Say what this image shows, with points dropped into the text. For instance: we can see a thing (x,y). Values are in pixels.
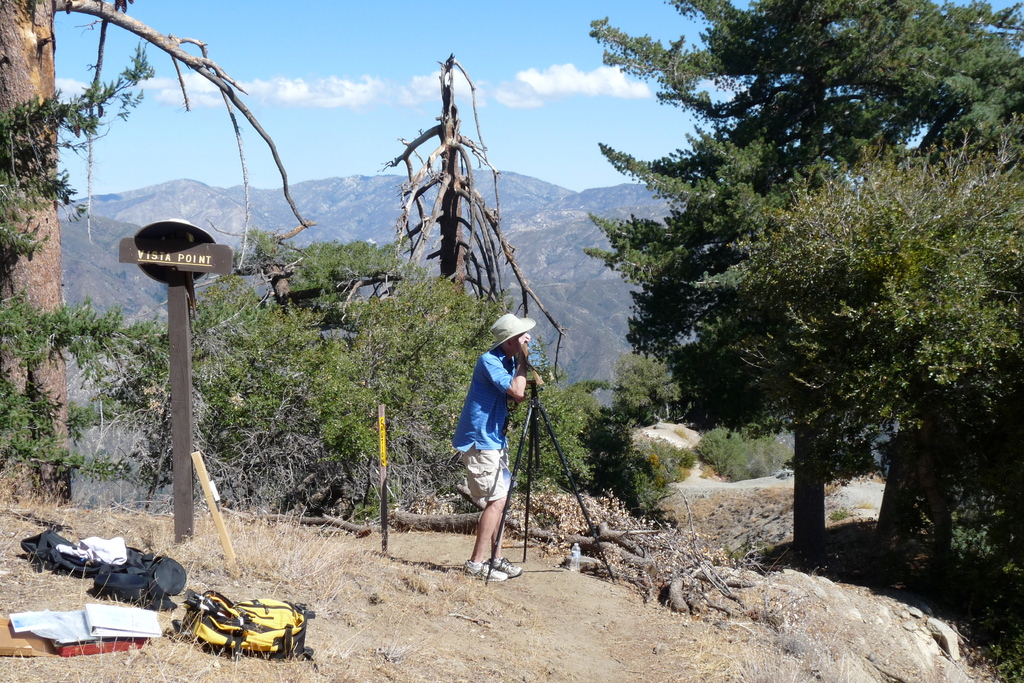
In this image I see a man (494,380) over here who is wearing a hat (506,331) and I see the tripod (571,477), bags (133,569), a board (150,256) on which something is written and I see few more things (71,618) over here. In the background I see the trees (687,310), mountains (364,213) and the sky (87,68).
